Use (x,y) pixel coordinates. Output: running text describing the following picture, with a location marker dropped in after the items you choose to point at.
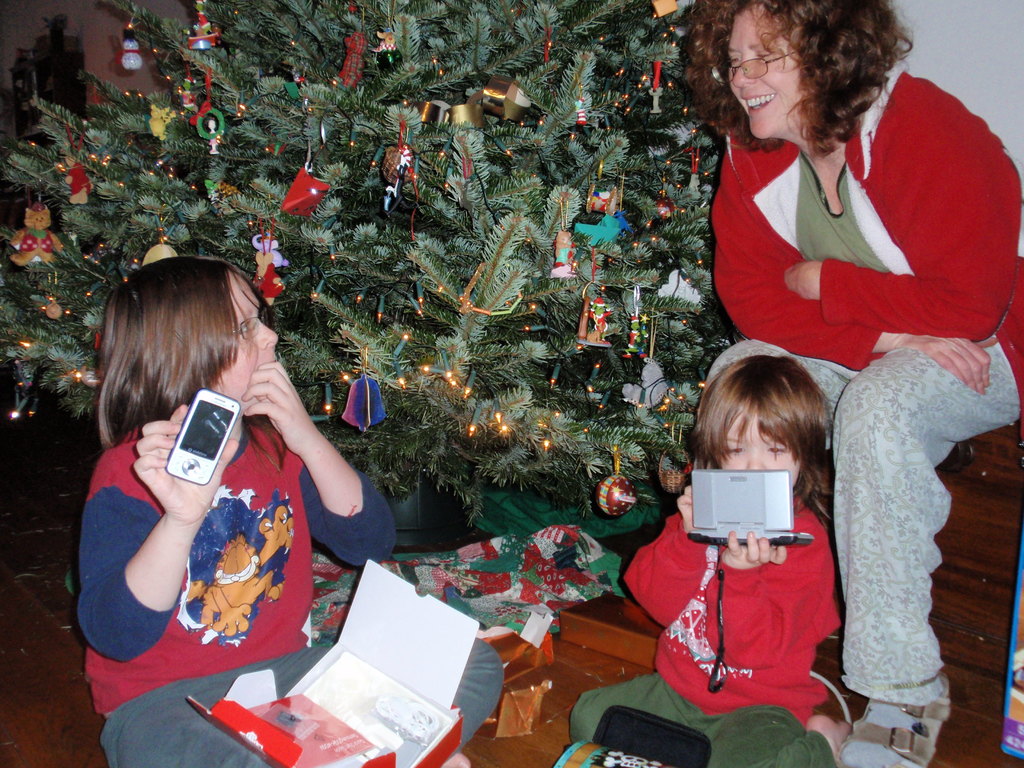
This image is taken indoors. At the bottom of the image (513,747) there is a floor (56,714). In the middle of the image (368,499) two kids (242,571) are sitting on the floor (514,750) and there are a few things (406,703). A kid (219,571) is holding a mobile phone (212,400) and a kid (801,516) is holding a video game (707,506). On the right side of the image (833,447) a woman (891,367) is sitting on the stool (974,462). In the background (231,145) there is a Christmas tree (130,222) with many decorative items (614,482).
